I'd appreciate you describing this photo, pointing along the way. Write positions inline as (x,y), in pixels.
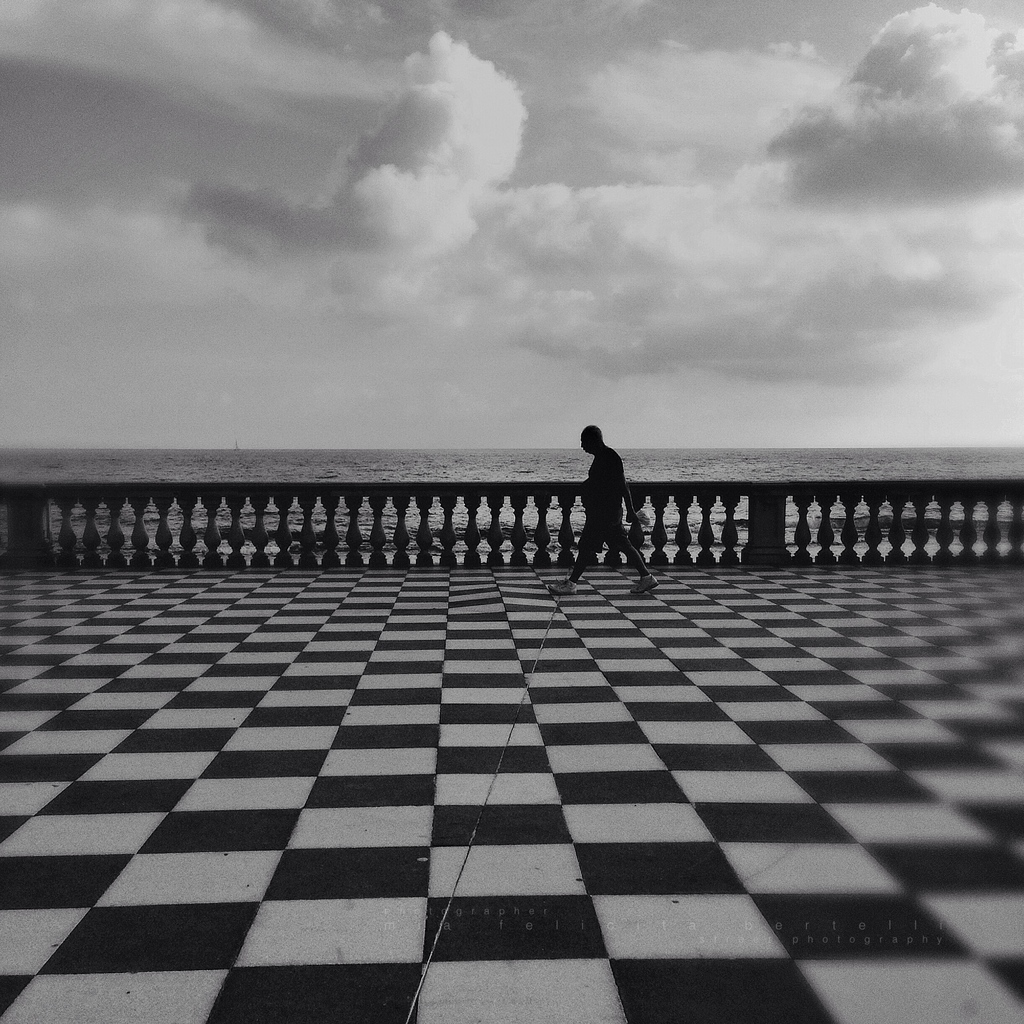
This picture is clicked outside. In the center (620,489) there is a person (605,539) walking on the ground (665,648). In the background (377,247) we can see the sky (608,219) which is full of clouds (318,277).
